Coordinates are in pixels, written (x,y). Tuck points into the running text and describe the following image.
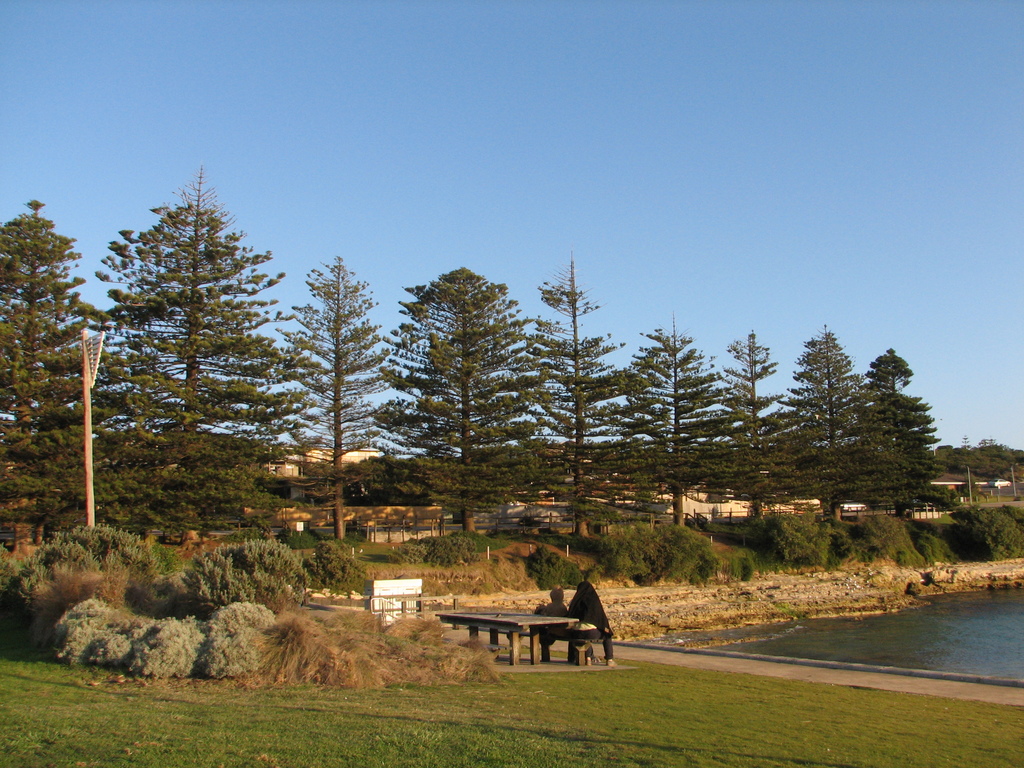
In the image there are two persons (562,611) sitting on bench (504,633) on grassland (106,729), on the right side (867,636) there is a pond (825,629) and in the back (773,470) there are trees (442,481) all over the place and above its sky (568,152).
